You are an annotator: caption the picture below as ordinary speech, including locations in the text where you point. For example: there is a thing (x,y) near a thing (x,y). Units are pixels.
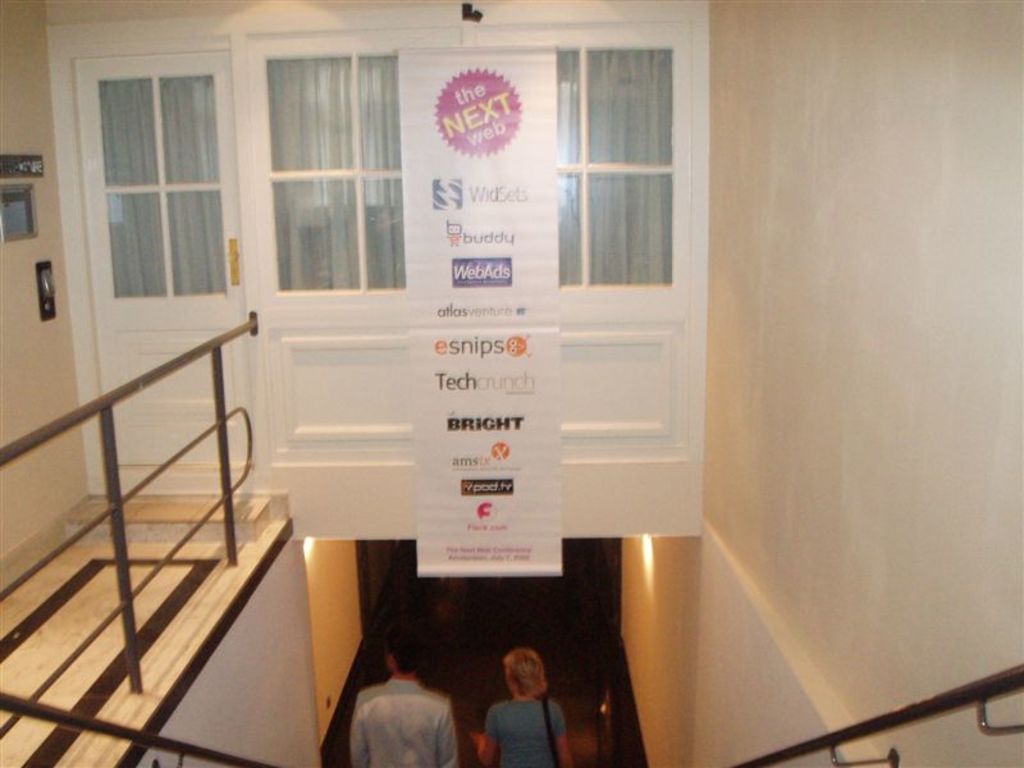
In this image there are two person (511,678) truncated towards the bottom of the image (434,741), there is wall (933,284) truncated towards the right of the image (934,298), there are windows (575,190), there is the door (172,244), there is a banner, there is text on the banner (461,253), there is a wall (39,363) truncated towards the left of the image (43,383), there are objects (18,233) on the wall (54,252), there are lights (310,544) on the wall (323,555).
